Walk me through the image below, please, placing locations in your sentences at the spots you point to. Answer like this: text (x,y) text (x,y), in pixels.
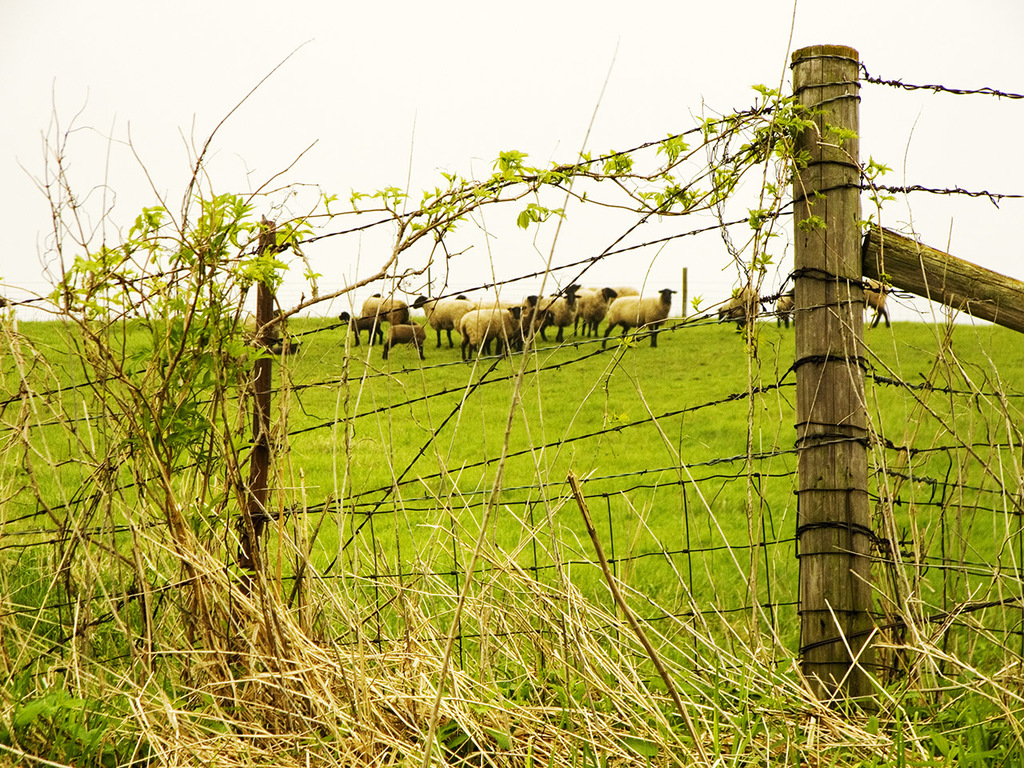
In the image there is a fence (834,562) in the front (404,565) with dry grass (136,672) in front of it and in the background (553,311) there is a flock of sheep (479,328) standing on the grassland (468,419) and above its sky (279,58).
